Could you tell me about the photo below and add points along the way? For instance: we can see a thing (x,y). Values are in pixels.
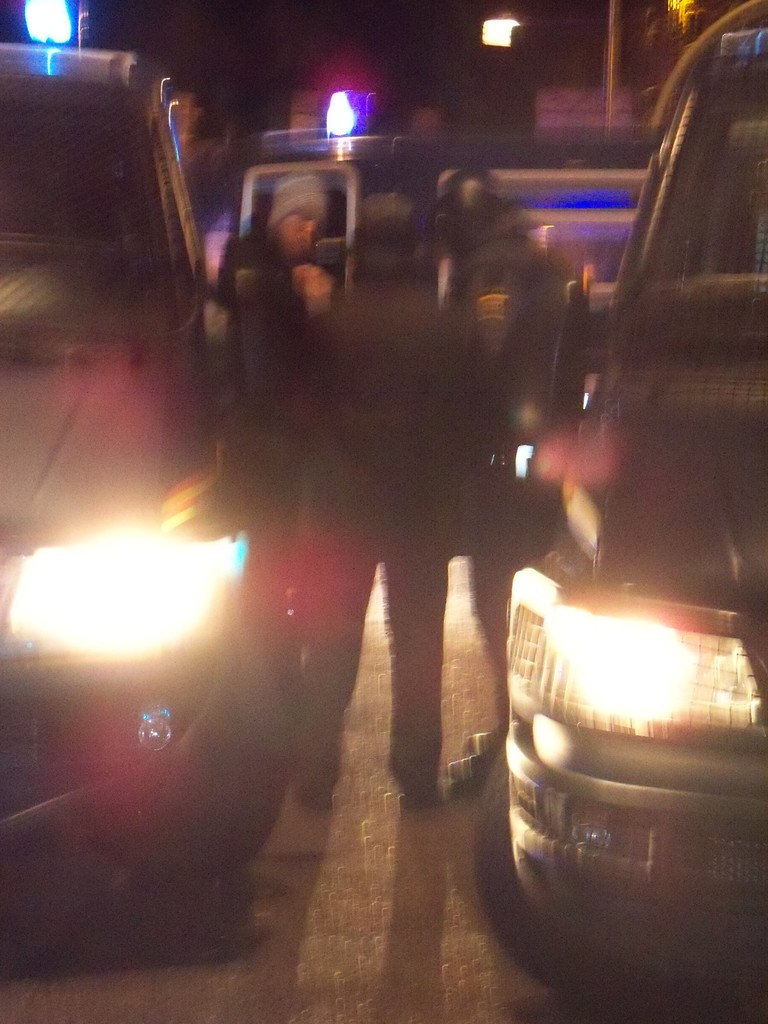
In this image we can see there are few cars (45,489) and a few people (400,526) are on the road (377,858) and there are few street lights (607,76).
